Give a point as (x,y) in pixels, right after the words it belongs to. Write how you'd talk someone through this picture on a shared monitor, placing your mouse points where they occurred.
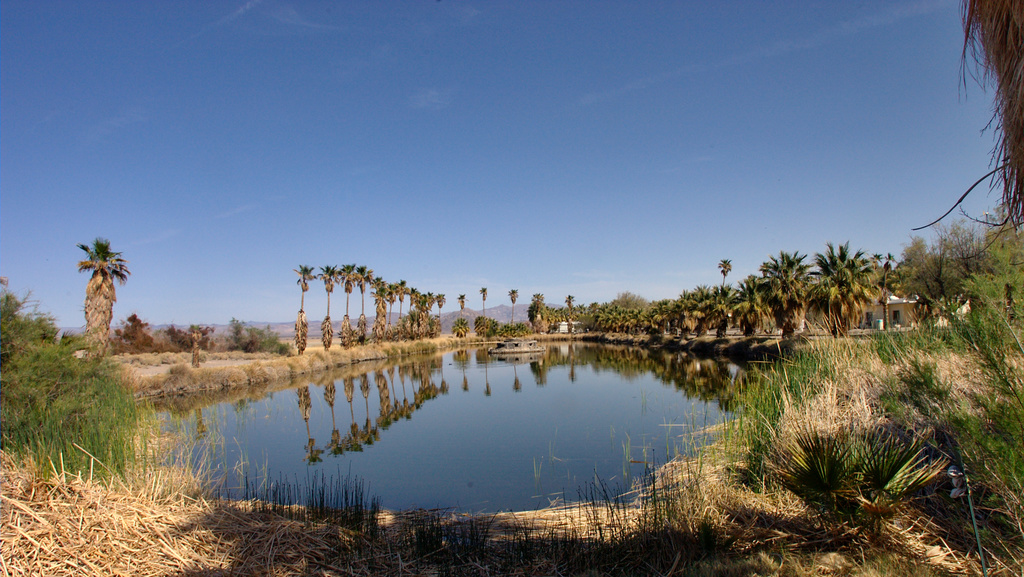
There is a lake (459,493) in the middle of this image (553,365) and there are some trees (672,307) in the background (814,314). There is a grassy land (231,508) at the bottom of this image (136,541), and there is a blue sky (449,140) at the top of this image (497,189).
